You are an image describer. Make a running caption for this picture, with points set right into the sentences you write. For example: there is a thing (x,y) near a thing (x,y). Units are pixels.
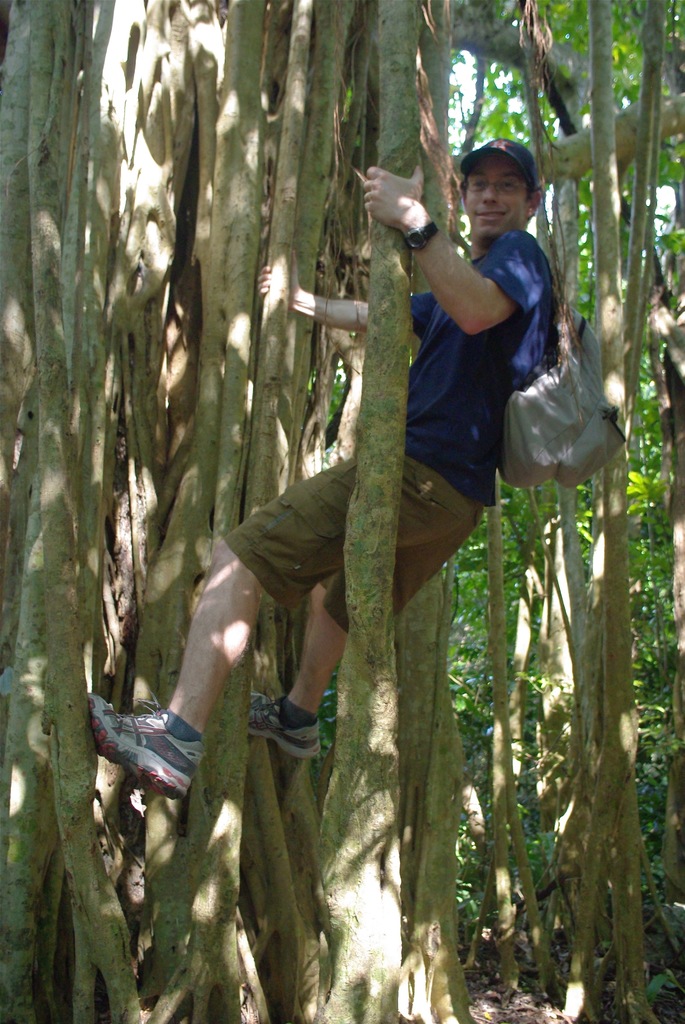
In this picture we can see a man (414,325), he is climbing tree (357,455), and he wore a bag (553,373) and a cap (483,146).
